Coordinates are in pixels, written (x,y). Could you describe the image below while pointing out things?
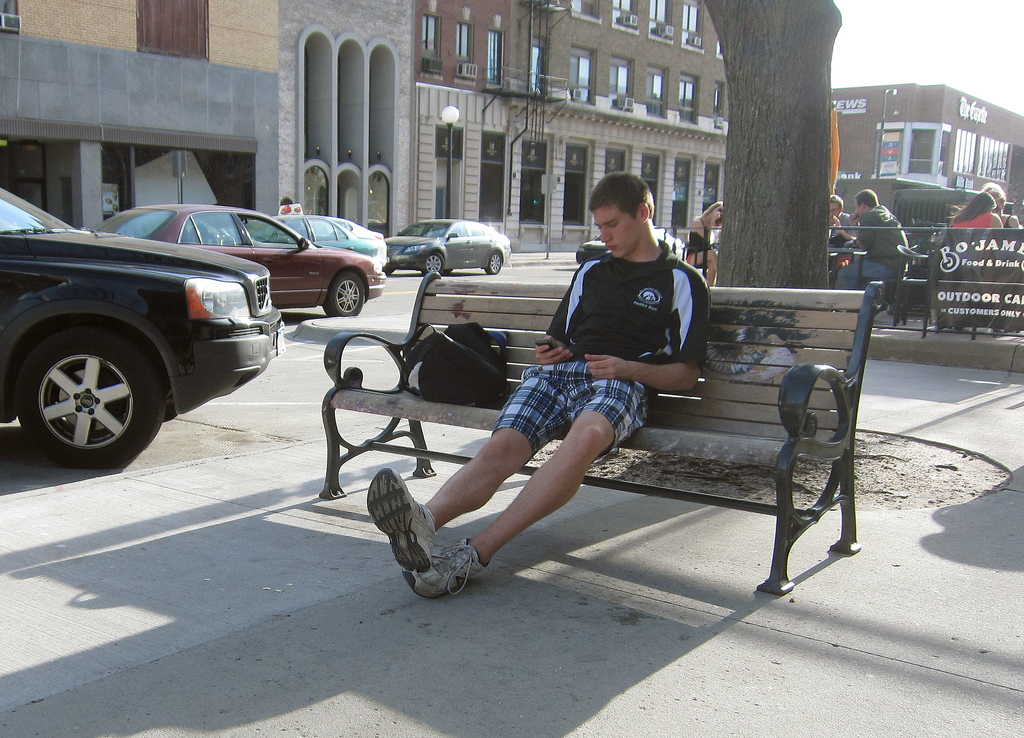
At the top (923,54) we can see a sky (949,49) and it seems like a sunny day. These are buildings (581,86). This is a tree trunk (798,166). Here we can see few persons (968,205) sitting on the chairs (907,238). These are vehicles (330,272) on the road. Here we can see one man (601,362) holding a mobile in his hand (559,354) and sitting on the bench (751,436). There is a bag (462,363) beside to him.
